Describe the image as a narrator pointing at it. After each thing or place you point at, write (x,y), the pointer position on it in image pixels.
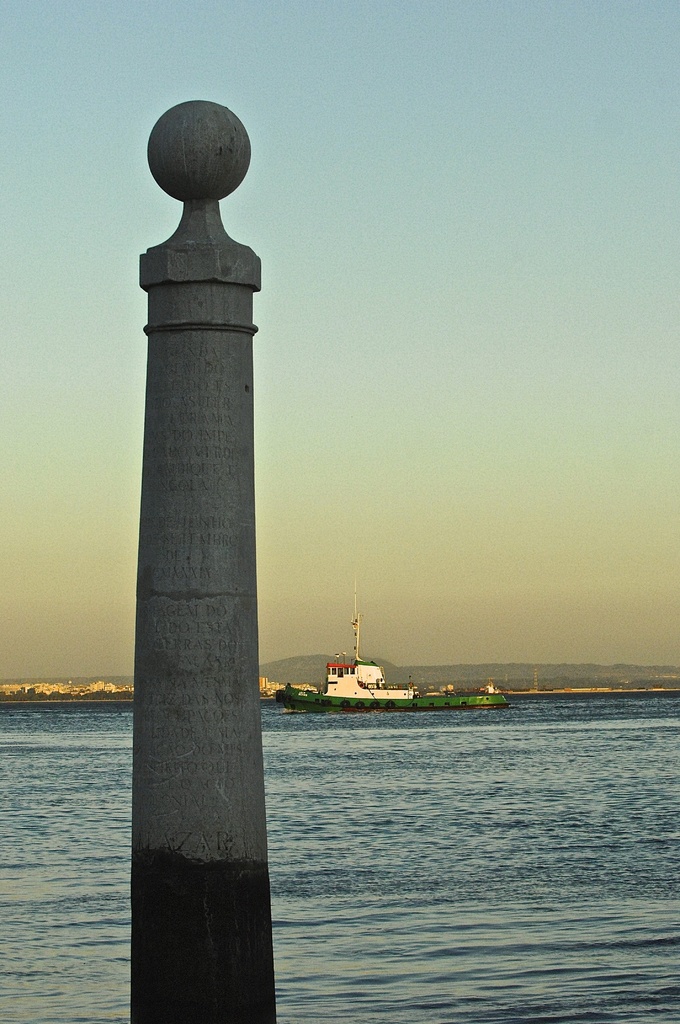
In the picture we can see a pole (233,325) and behind it, we can see the water (347,913), which is blue in color and far away from it, we can see some house building (264,685) and beside it, we can see some plants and behind it we can see some hills (306,673) and in the background (363,648) we can see a sky (319,455).
